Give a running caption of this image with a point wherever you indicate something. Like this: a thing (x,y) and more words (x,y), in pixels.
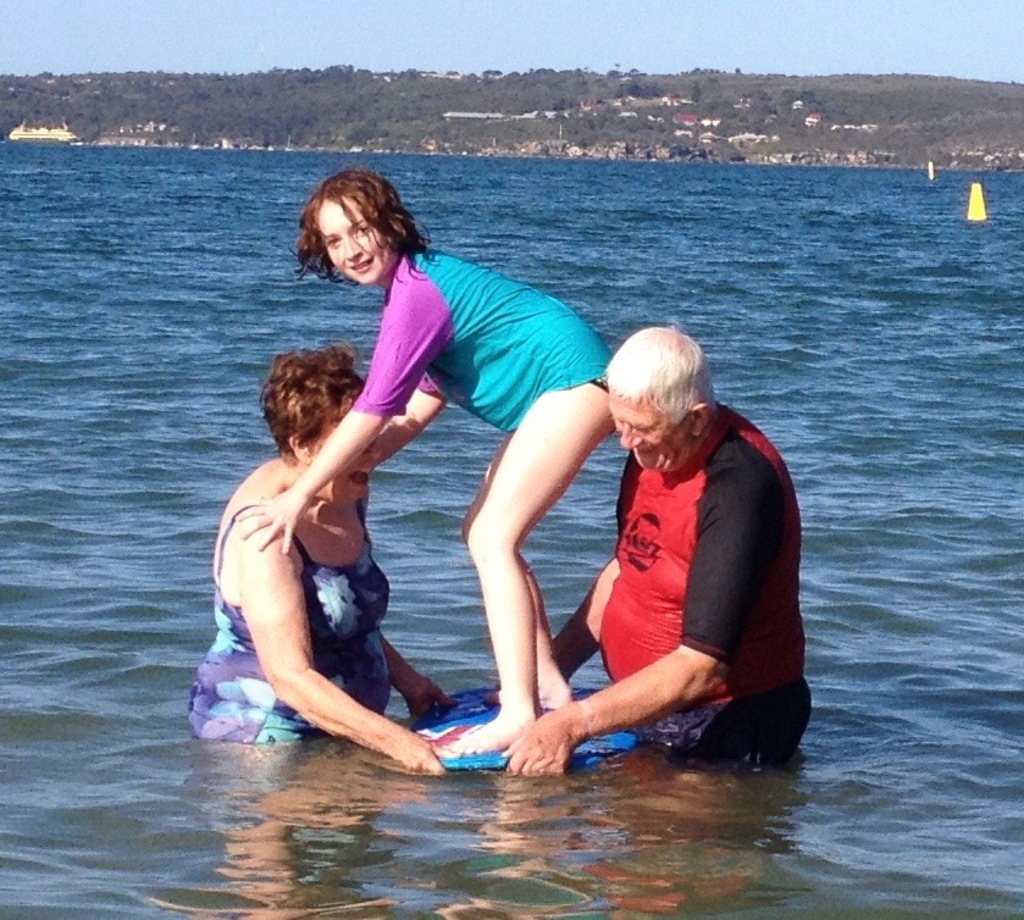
Here we can see three persons (725,755). This is water (154,469). In the background (346,85) there are trees (770,109) and sky (571,27).
